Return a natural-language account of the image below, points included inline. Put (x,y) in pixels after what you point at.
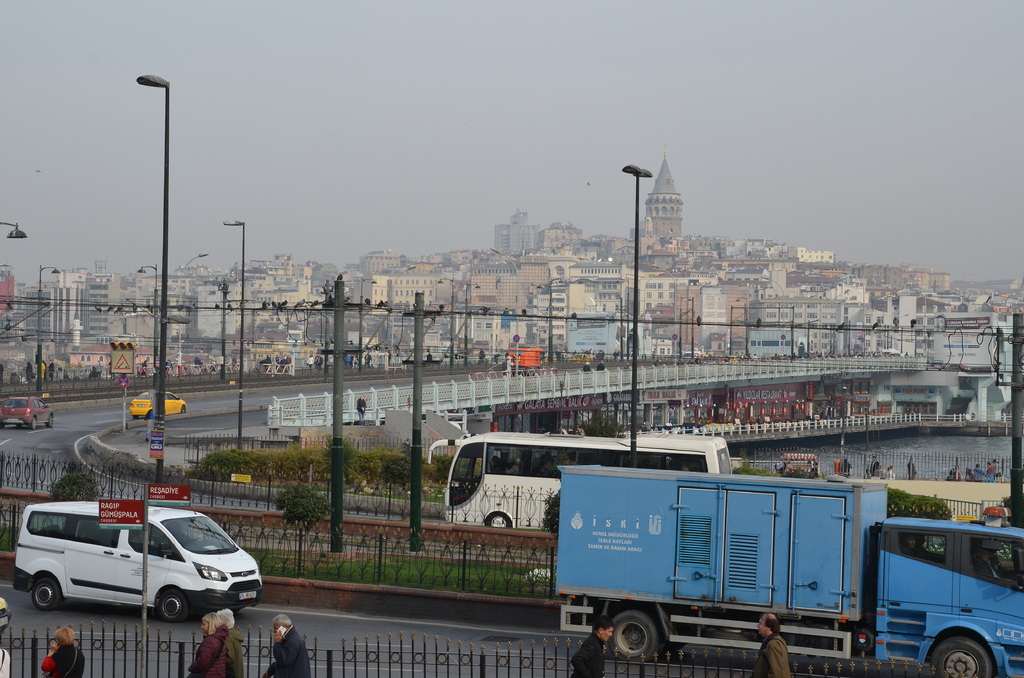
In this picture there are few vehicles (230,569) on the road (449,623) and there are few poles (333,484) and people (281,644) beside it and there are few birds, a bridge (607,367) and buildings (525,268) in the background (366,291).
